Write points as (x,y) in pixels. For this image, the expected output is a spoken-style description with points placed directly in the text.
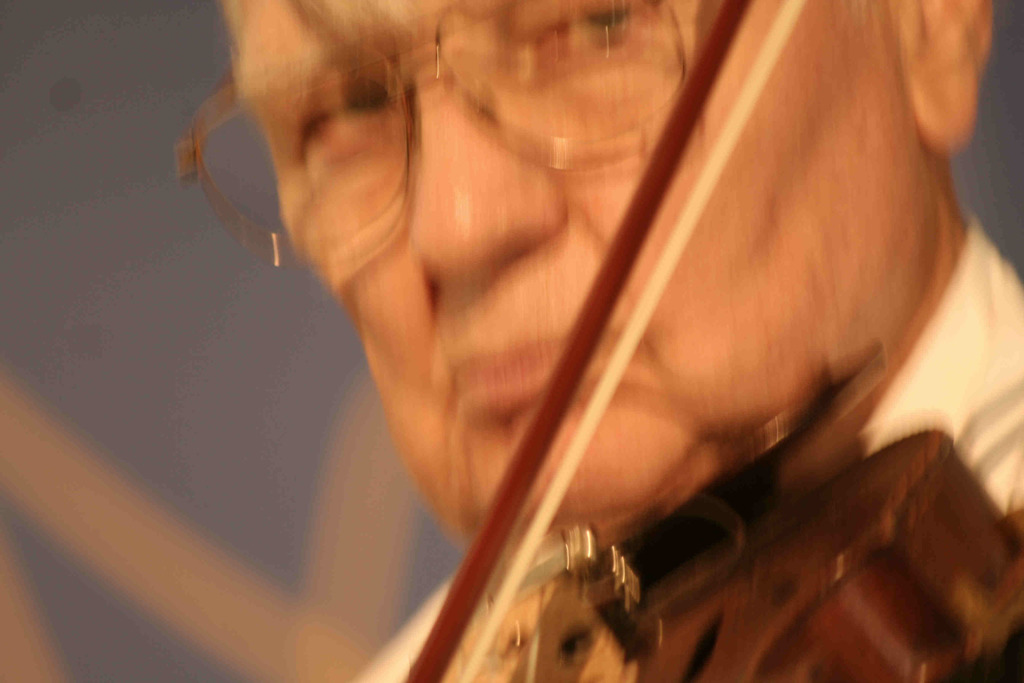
In this image one person (605,352) is playing the violin (647,569) and wearing the glass (408,128).
